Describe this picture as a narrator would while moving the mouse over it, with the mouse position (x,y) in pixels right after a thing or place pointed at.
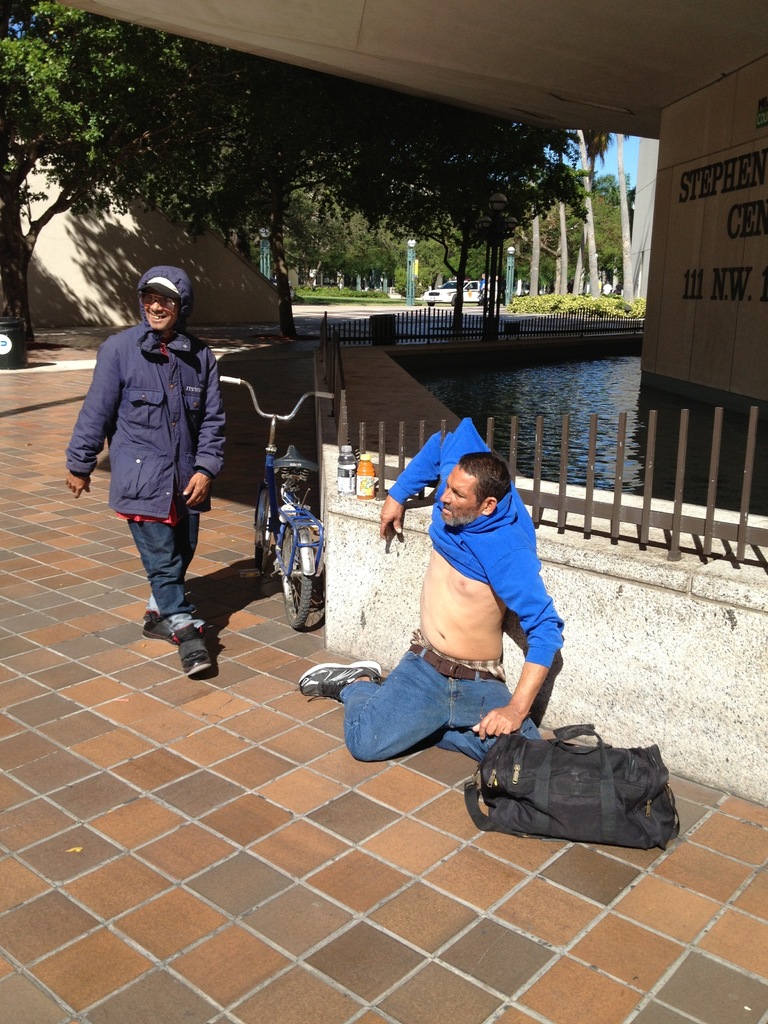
In this image there is water (579,432), fence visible around it, there are some trees (478,146), vehicles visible in the middle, in the foreground (155,307) there are two persons (397,735), bag (637,764), bicycle (293,475) visible on the floor (313,454).
